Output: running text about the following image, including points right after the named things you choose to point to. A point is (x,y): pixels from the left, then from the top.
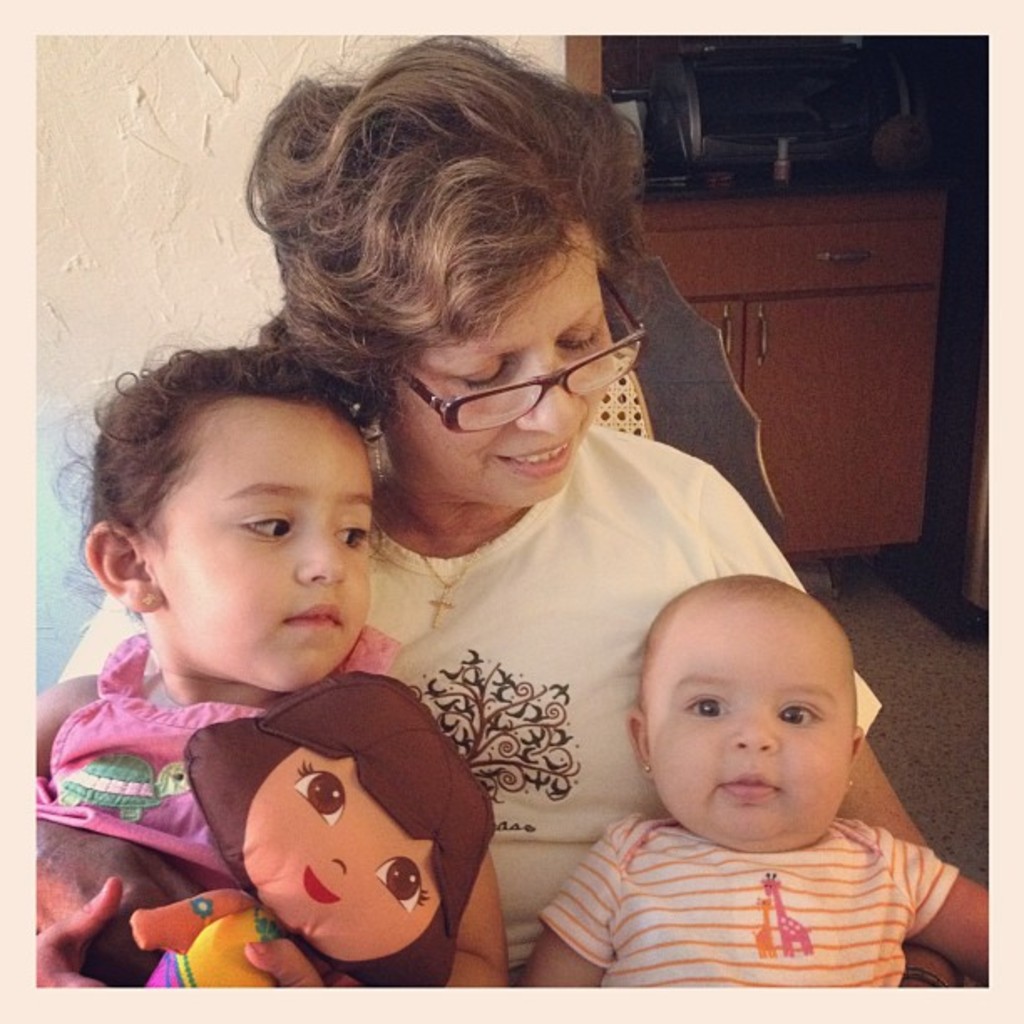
In the center of the image (419,475) we can see women (379,222) and children (287,674) sitting on the chair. In the background (68,247) we can see wall (209,310) and cupboards (792,261).
